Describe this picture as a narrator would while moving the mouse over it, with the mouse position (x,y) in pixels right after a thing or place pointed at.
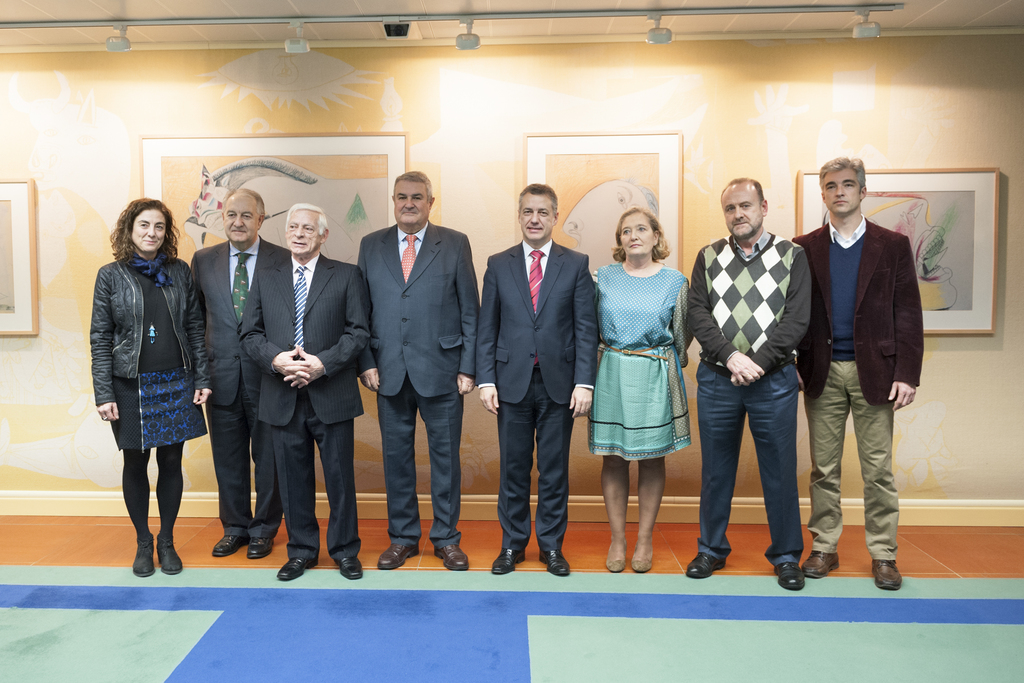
In this image we can see some people (416,382) standing on the floor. We can also see some ceiling lights (115,41), roof (263,40) and some photo frames (640,196) on the wall (455,200).
